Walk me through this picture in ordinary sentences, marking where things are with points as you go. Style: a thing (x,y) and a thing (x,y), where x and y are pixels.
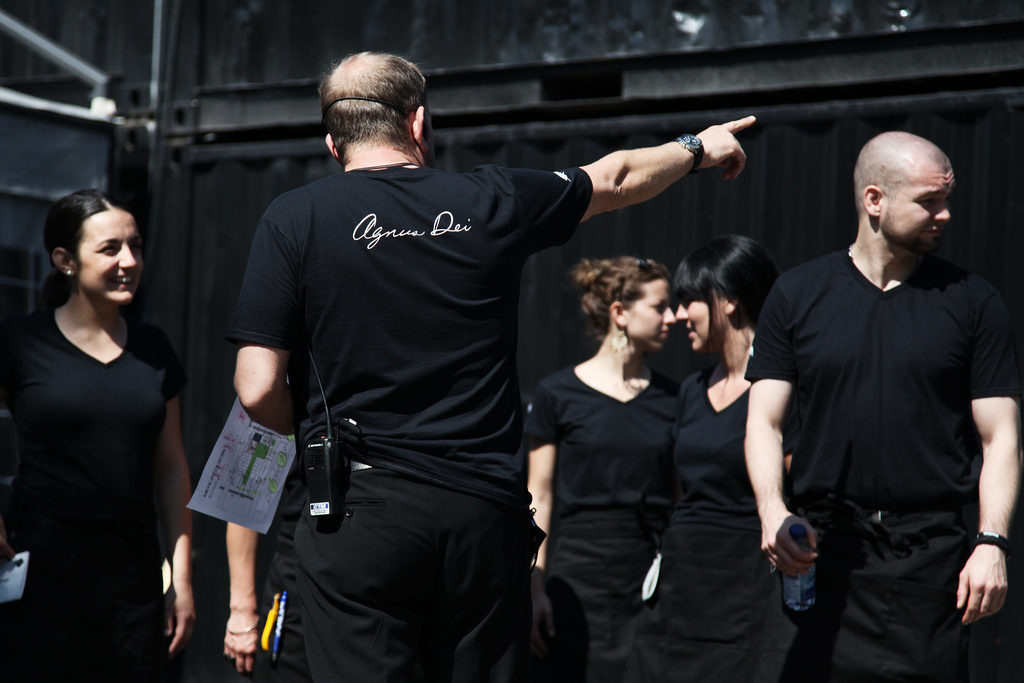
In this image there are a group of people (821,413) standing, and in the foreground (348,472) the person (402,400) who is standing and he is holding some papers (264,464). On the right side (824,510) the person (804,475) who is standing, and he is holding a bottle (808,535) and in the background (416,42) there is a building (821,57).
